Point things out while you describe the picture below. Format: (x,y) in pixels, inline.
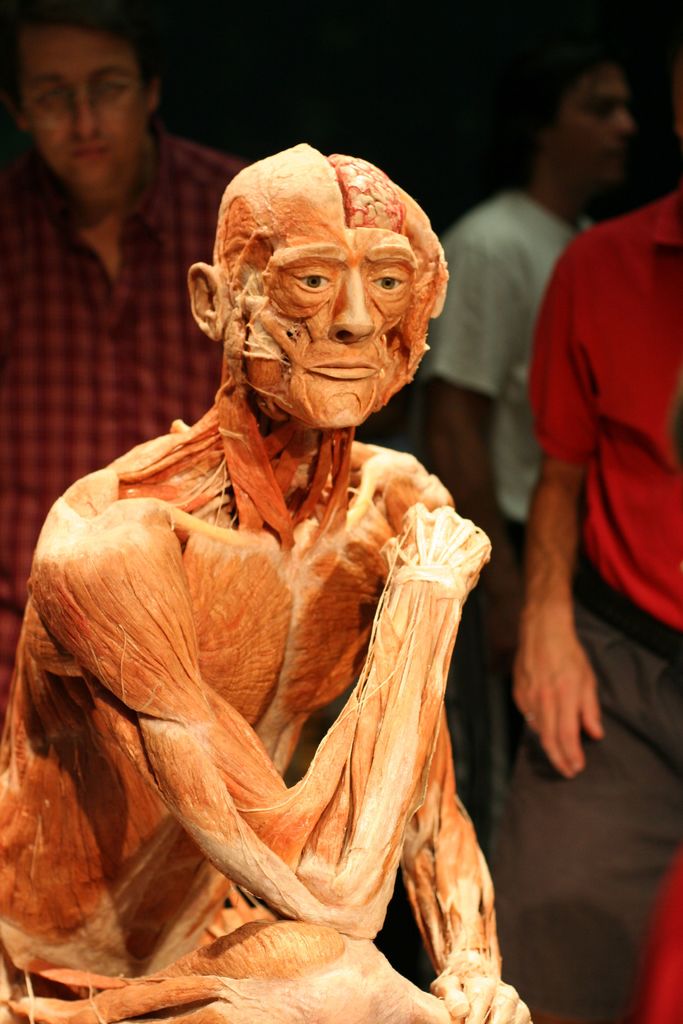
In this picture there is a statue (195,445) of a muscular body (333,764) of a person (274,818). On the top (45,275) there is a person (138,285) in red check shirt (118,305). Towards the right (530,230), there are two persons (527,362) wearing white t shirt (519,320) and a red shirt (616,327).
